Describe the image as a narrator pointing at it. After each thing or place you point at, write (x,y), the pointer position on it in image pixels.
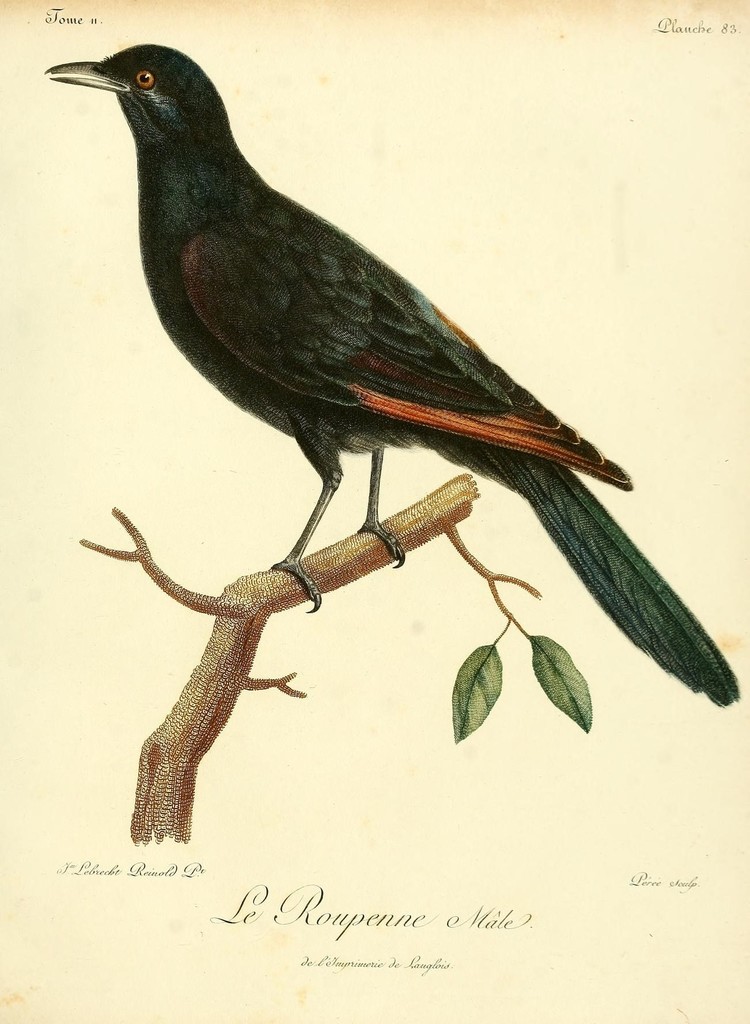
In this image there is a bird (331,360) on the tree (252,573) with leaves (482,667) and some text (475,911) on the paper (428,915).
